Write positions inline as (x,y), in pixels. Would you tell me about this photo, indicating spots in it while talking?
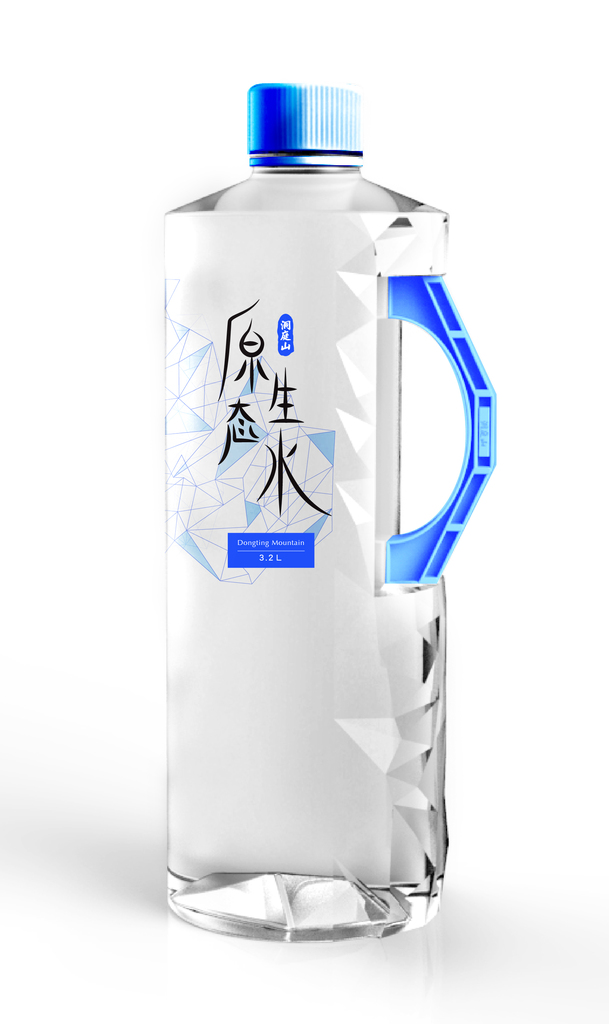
This is a water bottle (338,517).
